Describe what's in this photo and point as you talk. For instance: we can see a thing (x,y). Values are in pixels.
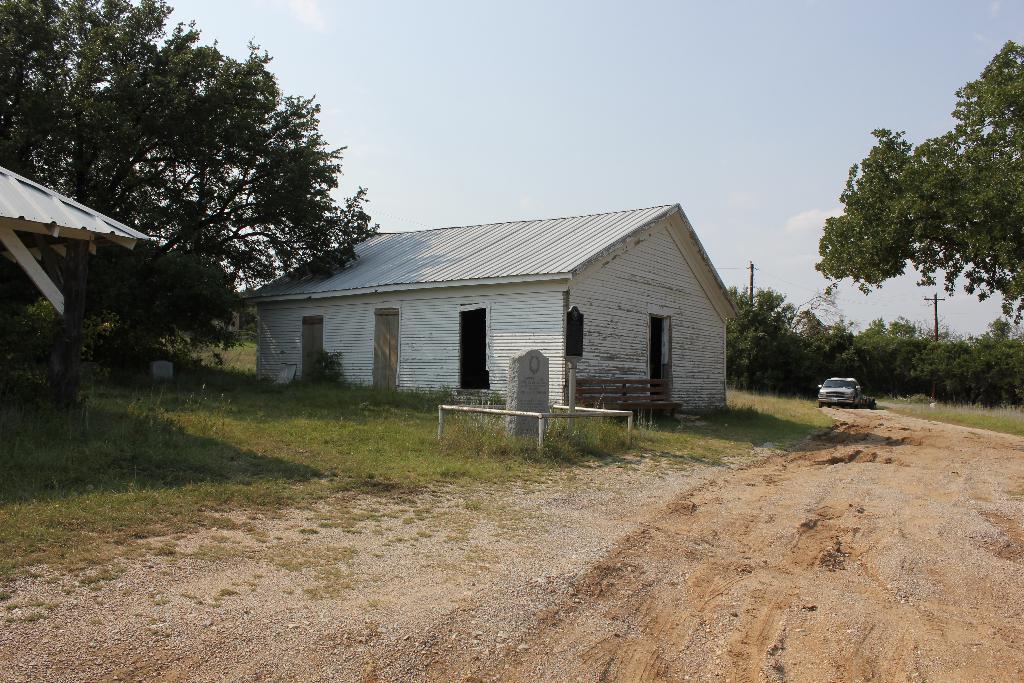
In this image we can see sky (386,179), trees (196,250), shed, building (404,276), laid stone (536,365), electric poles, electric cables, motor vehicles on the ground (734,475) and grass (184,400).
